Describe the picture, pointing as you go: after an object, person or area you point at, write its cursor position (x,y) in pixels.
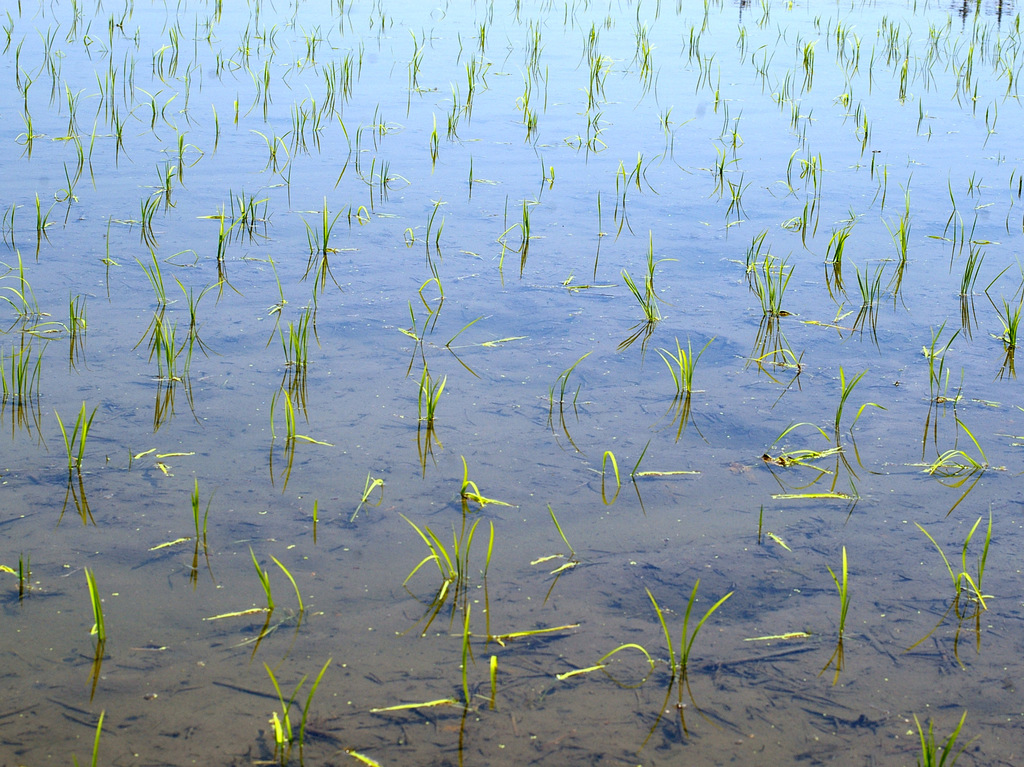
In this image I see the water (453,209) and I see the soil (1019,636) which is of brown in color and I see the green grass (587,135).
